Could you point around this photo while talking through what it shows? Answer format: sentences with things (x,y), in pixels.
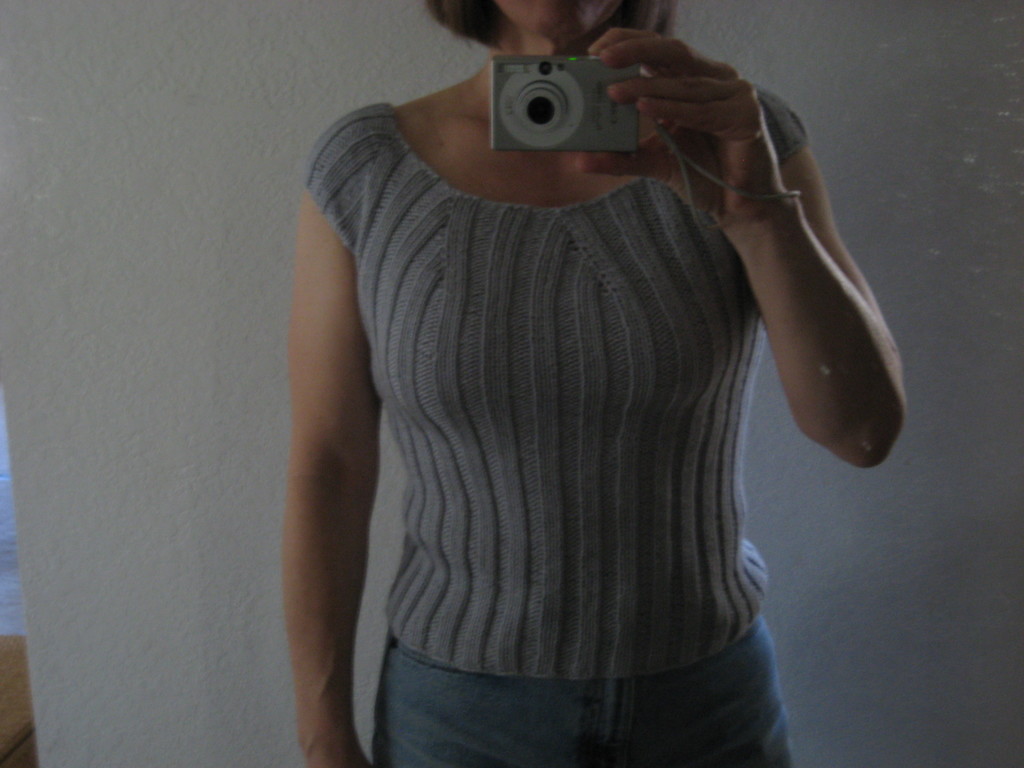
Here we can see a woman (677,587) standing with a camera (618,140) in her hand (655,80).
